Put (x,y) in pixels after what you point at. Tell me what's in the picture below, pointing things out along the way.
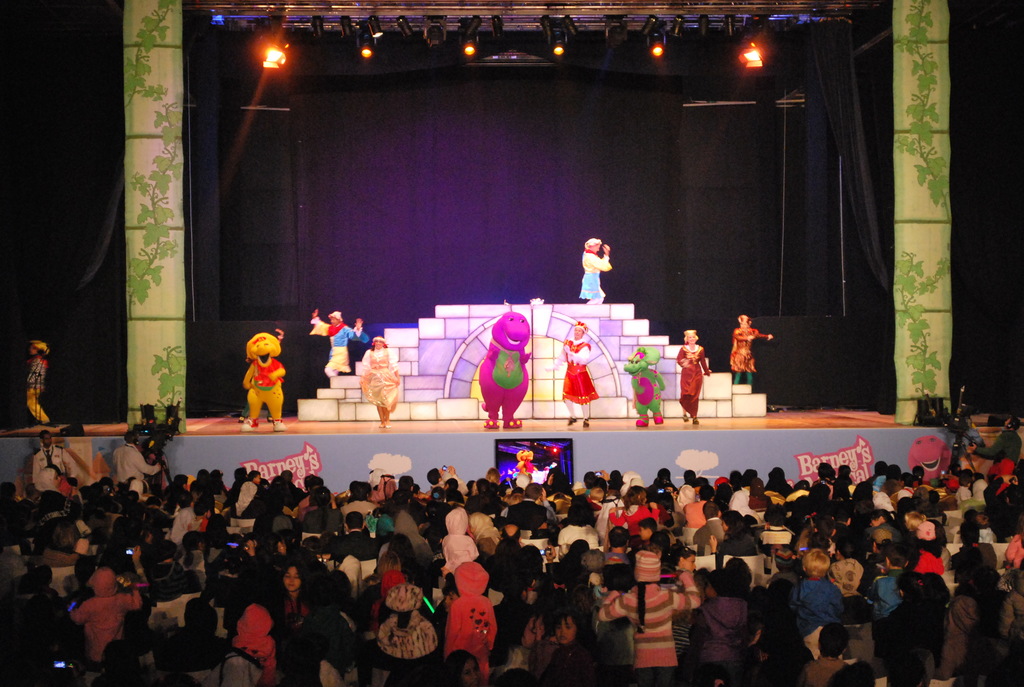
In this image we can see crowd (454,559) at the bottom (608,592). In the back (289,214) there is a stage (431,238) with pillars (903,245) and lights (429,30). On the stage (269,319) there are many people (491,370) with different costumes (690,363). At the bottom of the stage (323,445) there is a banner (380,446) with some text (300,452). On the left side (49,436) there are two persons (126,460) standing. Near to them there are cameras (158,451).
